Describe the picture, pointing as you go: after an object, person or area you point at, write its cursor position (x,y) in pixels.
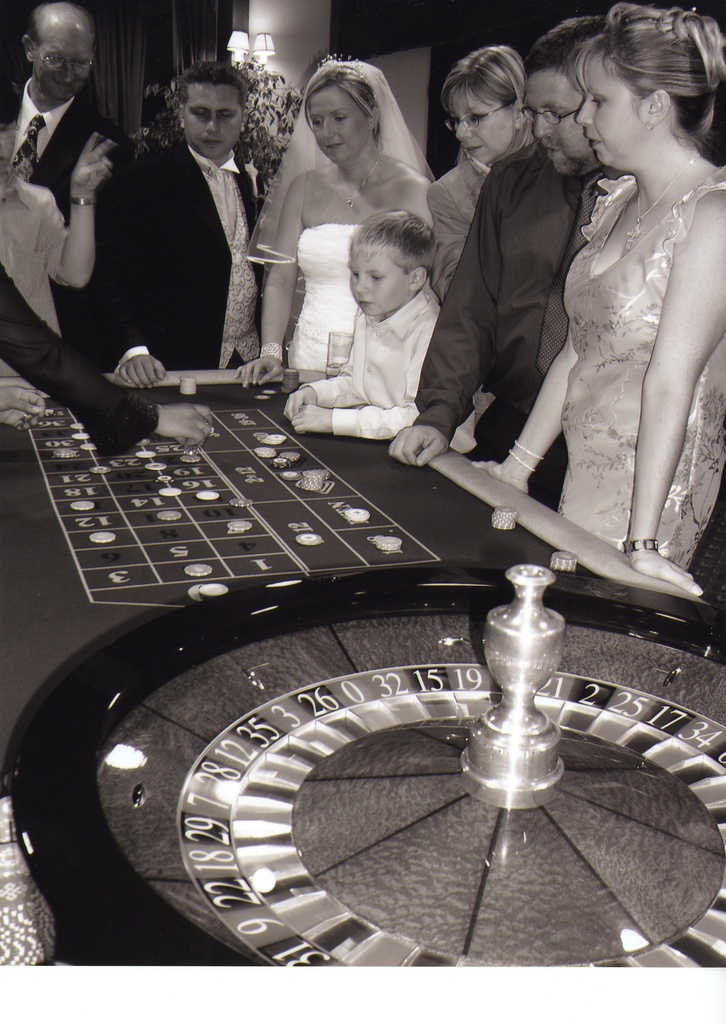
This persons (578,266) are standing in-front of this table (451,502). On this table (464,504) there are coins (98,538), wheel (463,605) and numbers (148,470). Far there are lantern lamps (242,60) and curtains (120,65). This is a black and white picture.
